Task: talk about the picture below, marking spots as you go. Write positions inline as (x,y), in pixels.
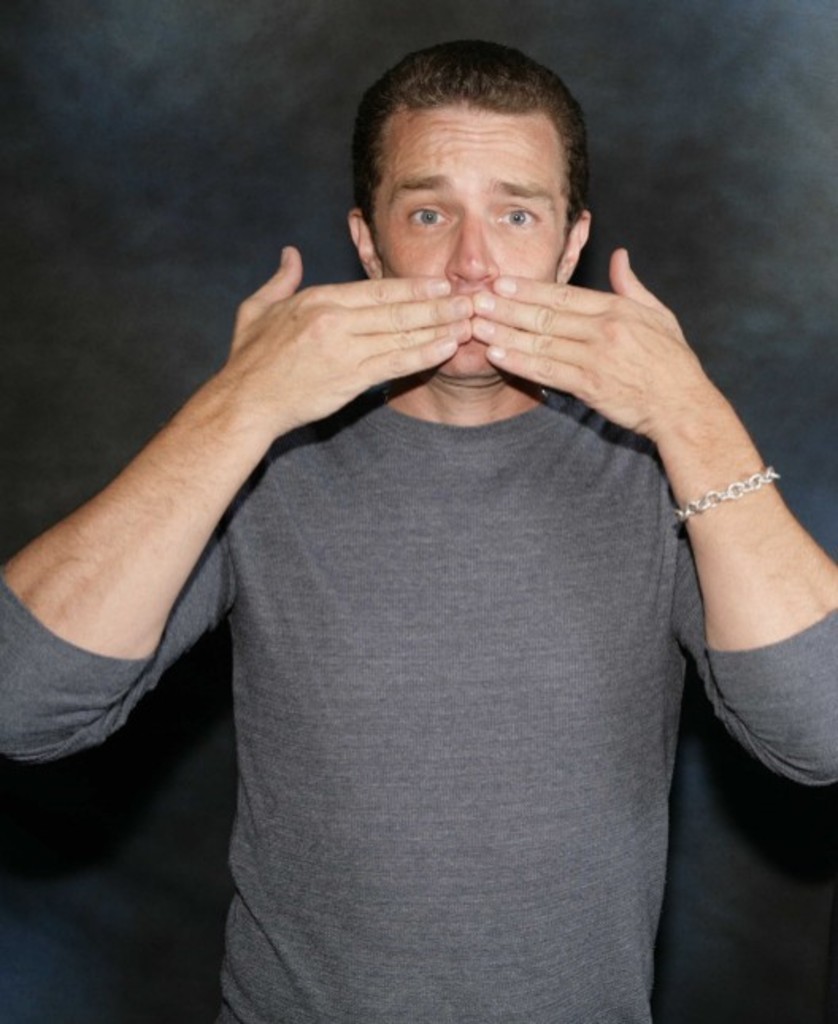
In the center of the image (447,645) we can see a person (645,642) is standing. And we can see the dark background (67,896).
